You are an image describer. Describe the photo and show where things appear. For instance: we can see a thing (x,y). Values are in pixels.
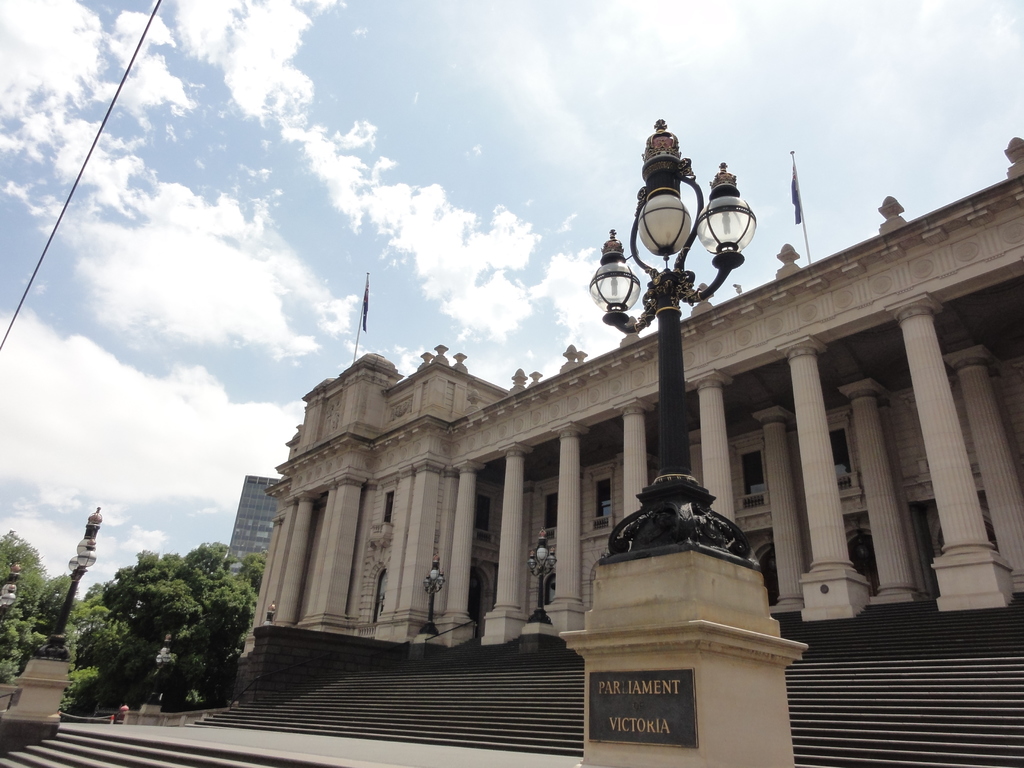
In this picture there is a parliament house (317,490) in the center of the image (483,481) and there are trees (219,583) on the left side of the image (132,590).
